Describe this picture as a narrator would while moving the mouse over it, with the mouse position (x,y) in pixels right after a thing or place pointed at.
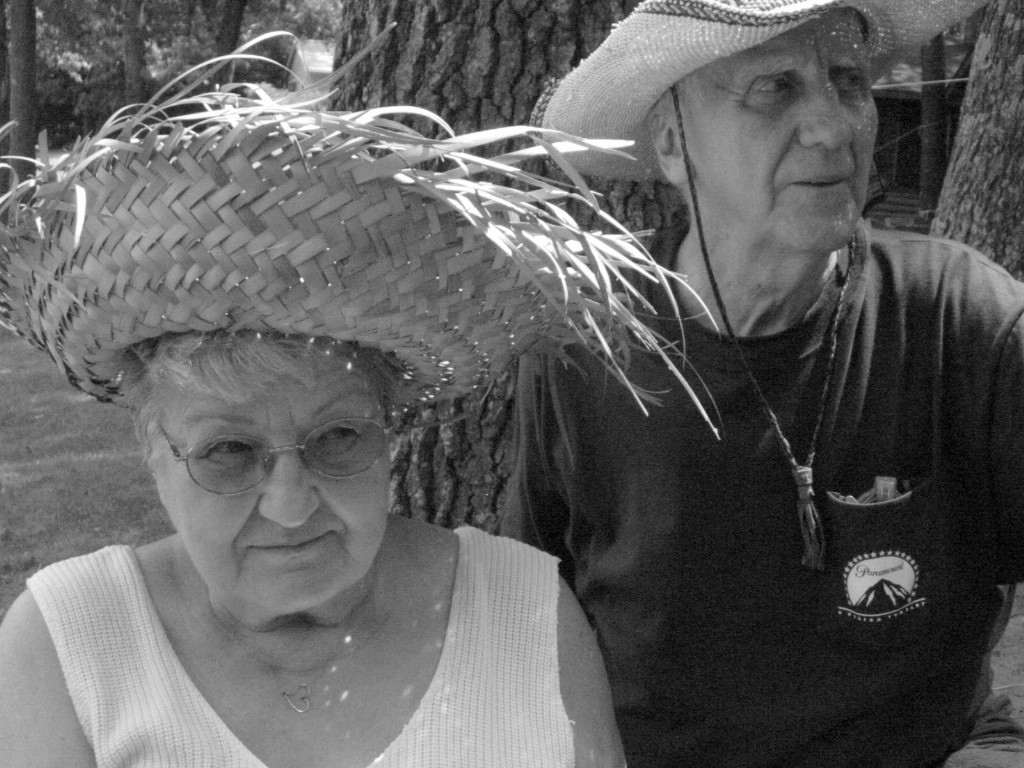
In this image we can see two people (772,245) wearing hats (616,65). And we can see the surrounding trees (243,67).
